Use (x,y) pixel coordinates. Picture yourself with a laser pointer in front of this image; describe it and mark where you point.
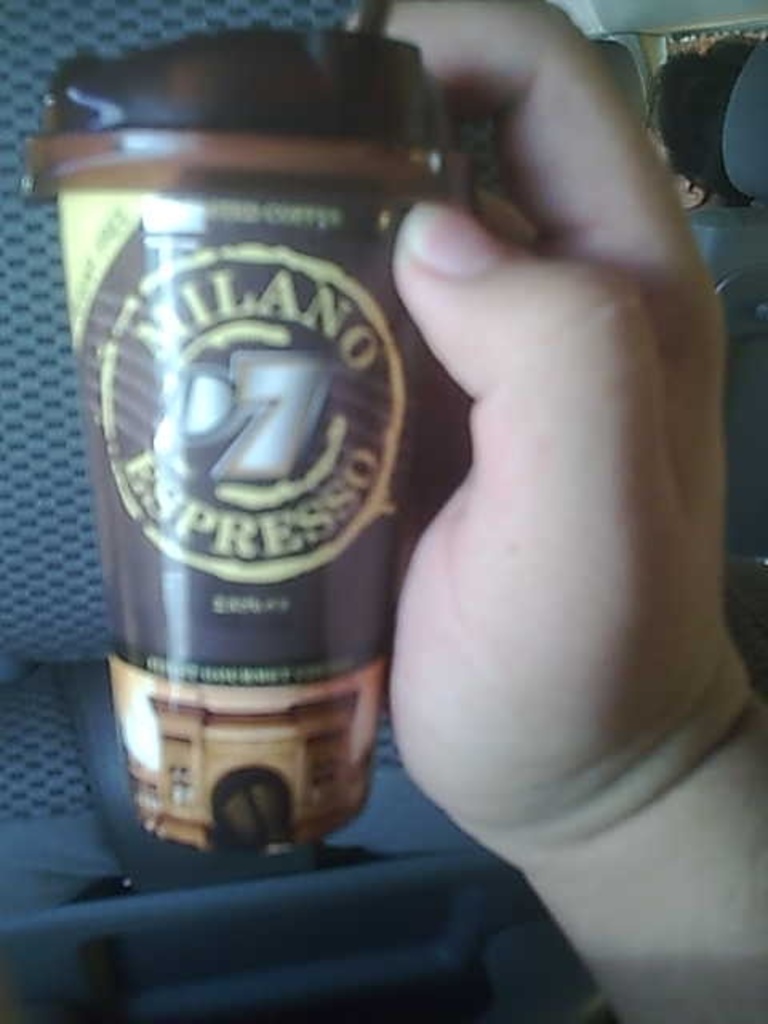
In this image, I can see a person's hand (554,778) holding a cup (284,541). On the right corner of the image (682,167), It is looking like a head (696,160) of a person (692,167).
